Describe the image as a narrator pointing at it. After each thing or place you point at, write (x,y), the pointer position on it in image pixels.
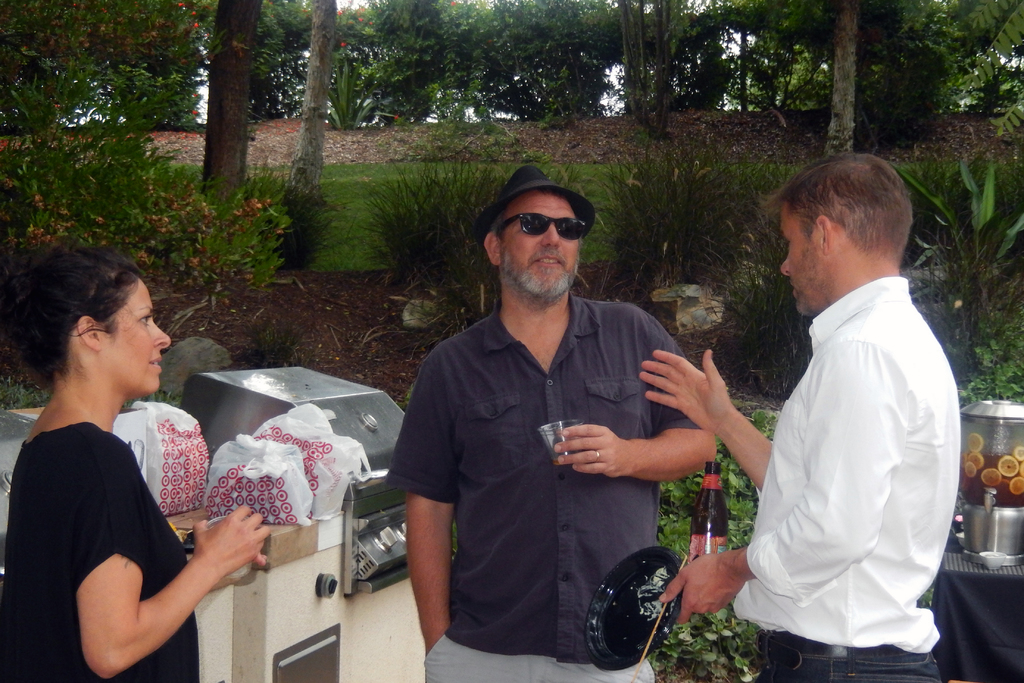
Here we can see three persons (598,483). He is holding a bottle (706,533) and they are holding glasses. There are tables (1012,615), plastic covers (264,490), container (993,460), and an object (967,524). There are plants (413,247) and grass (364,237). In the background (379,96) there are trees (795,74).
